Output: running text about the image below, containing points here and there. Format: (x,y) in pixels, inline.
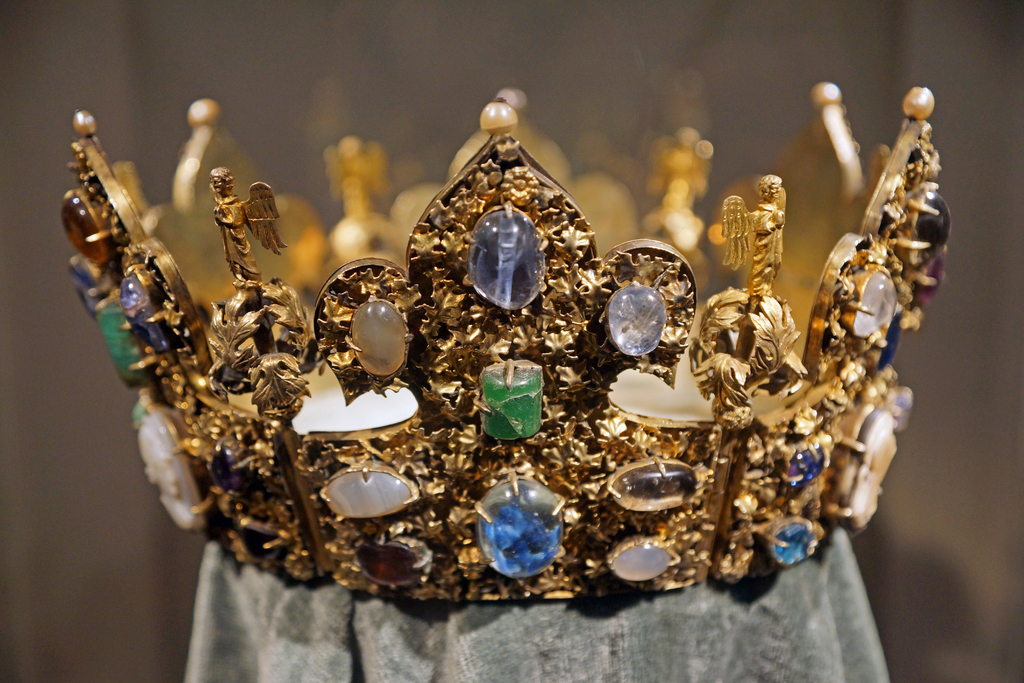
In the picture we can see a crown (571,438) with some pearls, stones (791,472) in it and it is gold in color and it is placed on grey-green color cloth (689,636).
